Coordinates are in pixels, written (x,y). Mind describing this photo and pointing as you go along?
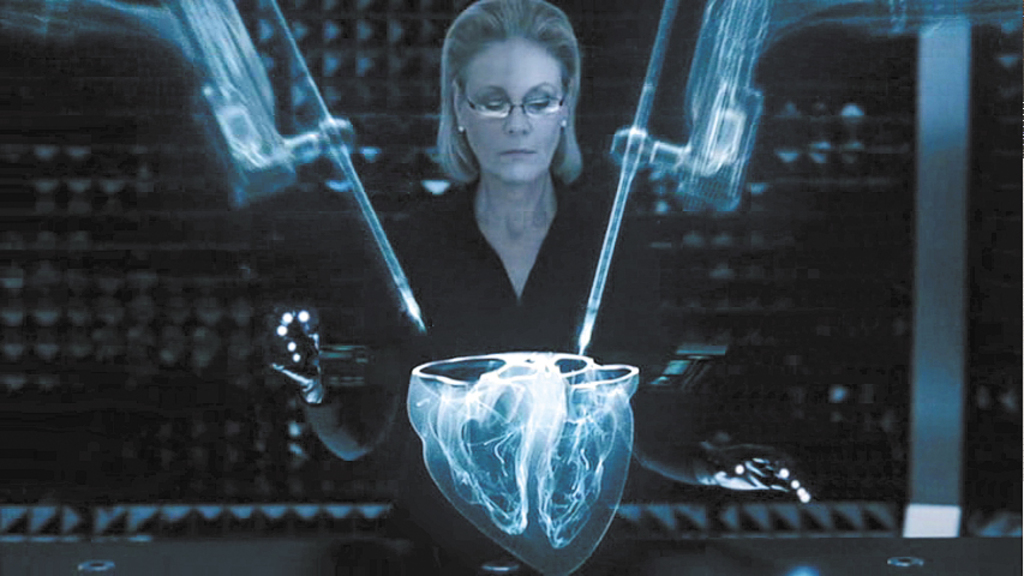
In this image we can see a lady (467,288) wearing specs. Also there is graphical effect on the image.
